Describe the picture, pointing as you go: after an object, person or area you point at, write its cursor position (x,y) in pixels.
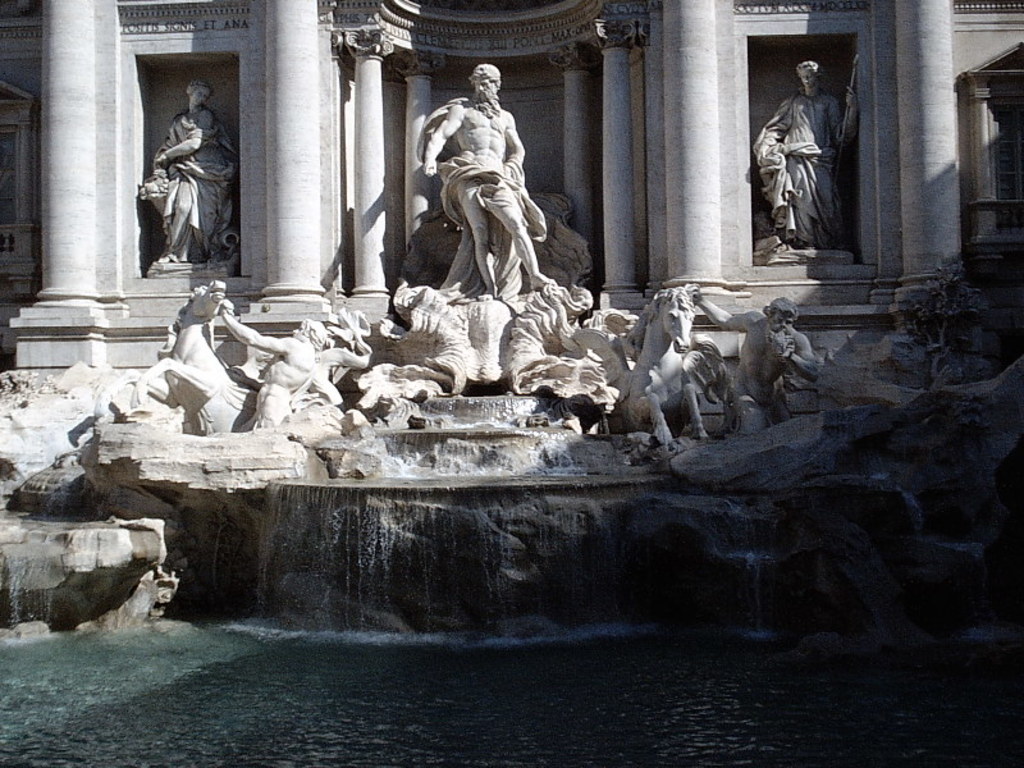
This image consists of statues (470,228) in the middle (669,291). There is water (488,654) at the bottom (475,683). There are sculptures (622,387).
